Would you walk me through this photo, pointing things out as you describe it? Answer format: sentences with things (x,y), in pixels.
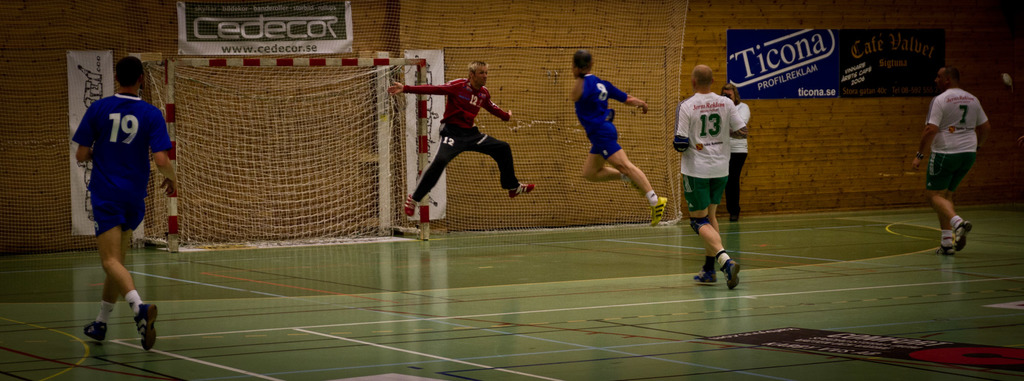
In the foreground of this image (553,315), on a football floor (331,362), there are three men (949,174) running. In the background (461,128), there are two men (487,142) jumping in the air and a person (745,105) standing near a wall (697,28) on which few posters (818,59) are present and there is also a goal net (241,161) in the background (217,165).
